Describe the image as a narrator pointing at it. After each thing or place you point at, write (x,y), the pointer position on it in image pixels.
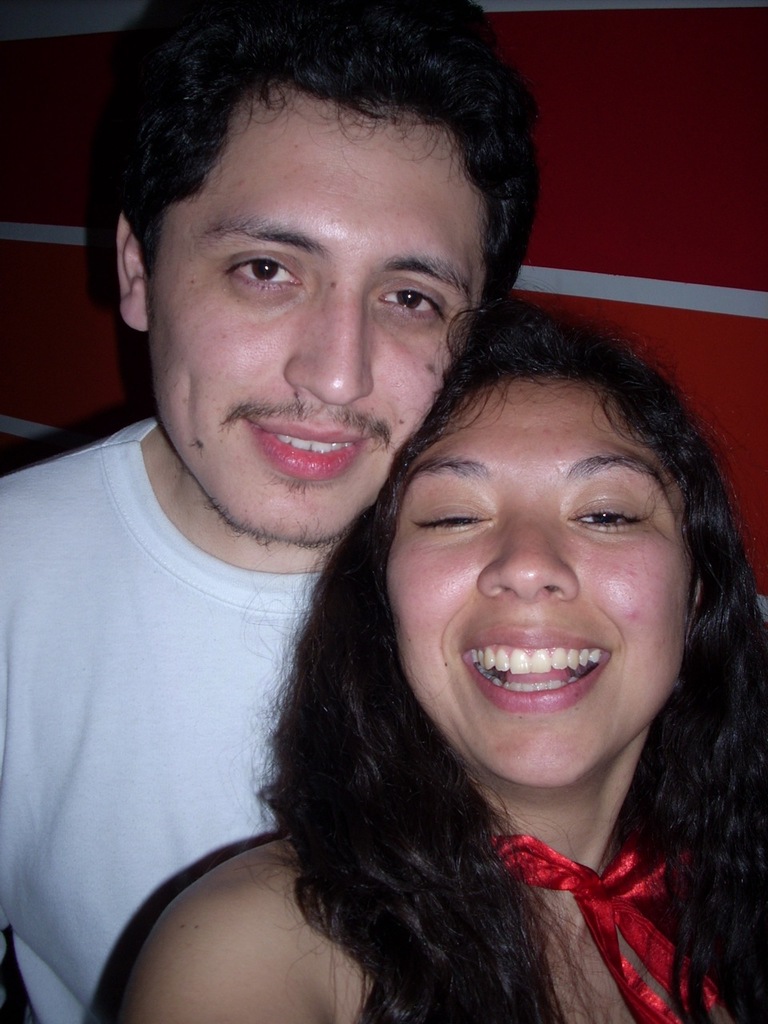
In this image we can see a man (396,390) and a woman (467,501). On the backside (694,232) we can see a wall (626,289).
